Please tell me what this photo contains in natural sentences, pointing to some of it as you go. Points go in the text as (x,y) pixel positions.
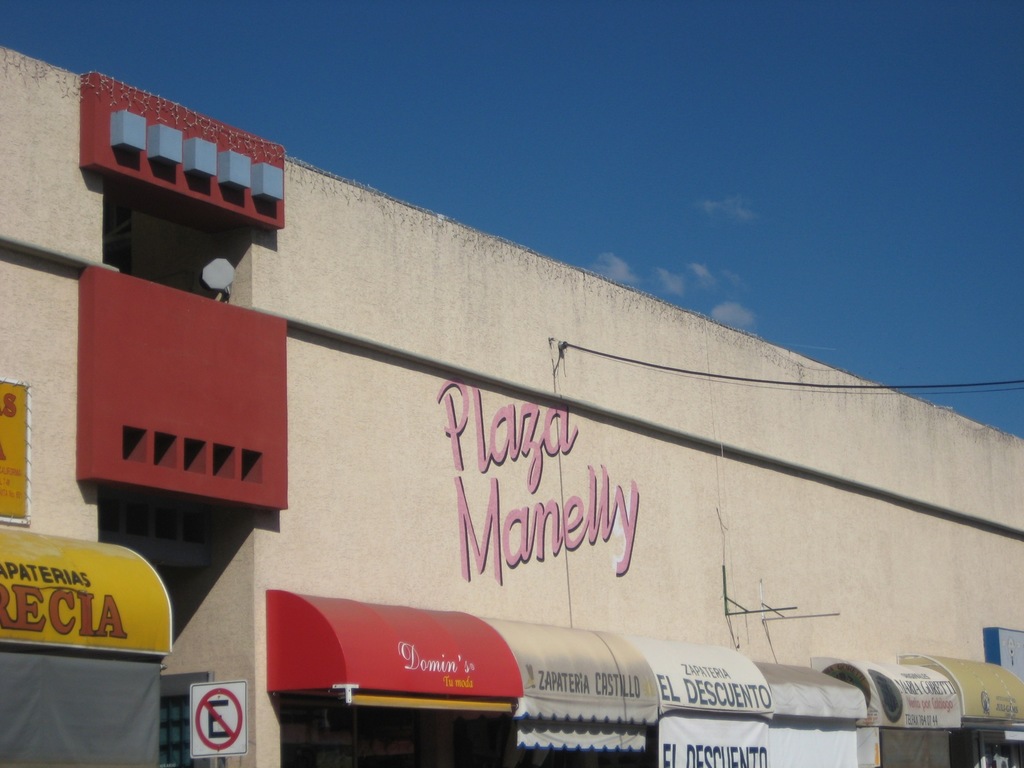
In the foreground of this picture (415,686), there are few shops (512,763), banners (729,727), sign board (215,706), text (552,517) on the wall (442,517), a rope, sky (509,125) and the cloud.
